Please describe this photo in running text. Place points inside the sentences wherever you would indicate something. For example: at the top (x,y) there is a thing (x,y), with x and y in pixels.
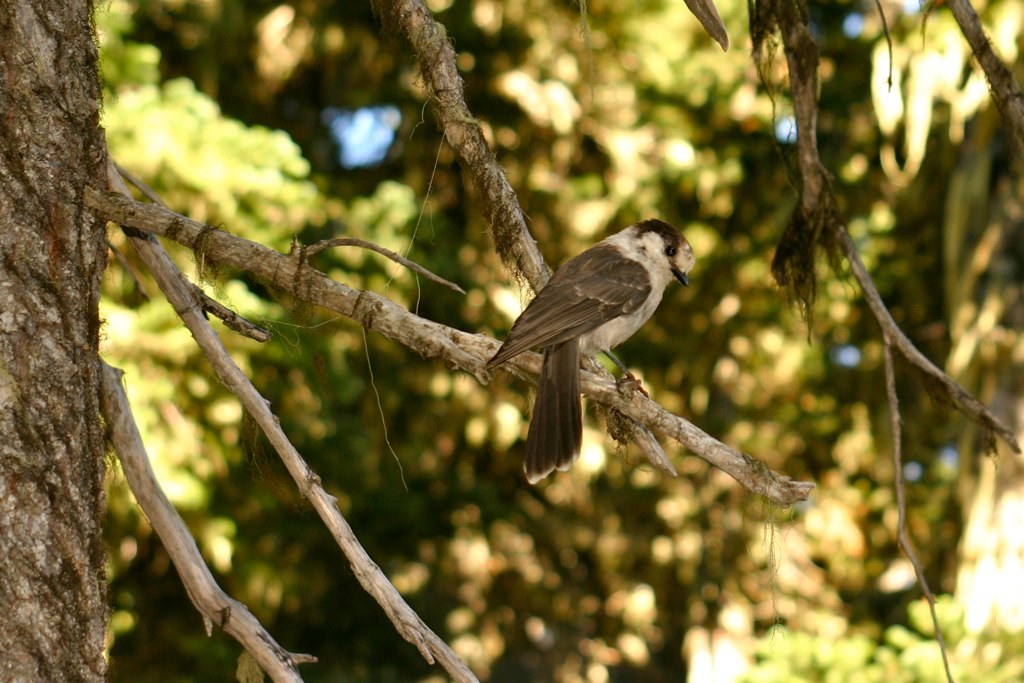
In this picture we can see a branch (232,267) of a tree (52,455). There are a few trees (755,525) visible in the background (551,154). Background (685,546) is blurry.
